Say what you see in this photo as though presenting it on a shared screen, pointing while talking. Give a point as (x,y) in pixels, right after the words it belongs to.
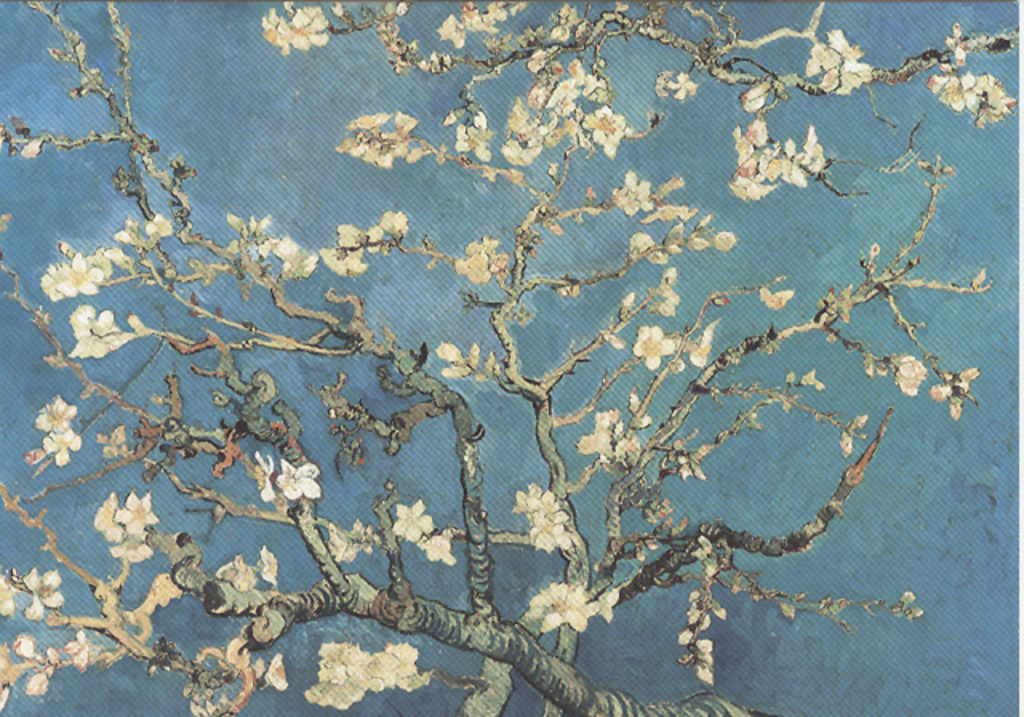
In this image there is painting (582,299) of the tree (593,347) on the blue background (595,364).
